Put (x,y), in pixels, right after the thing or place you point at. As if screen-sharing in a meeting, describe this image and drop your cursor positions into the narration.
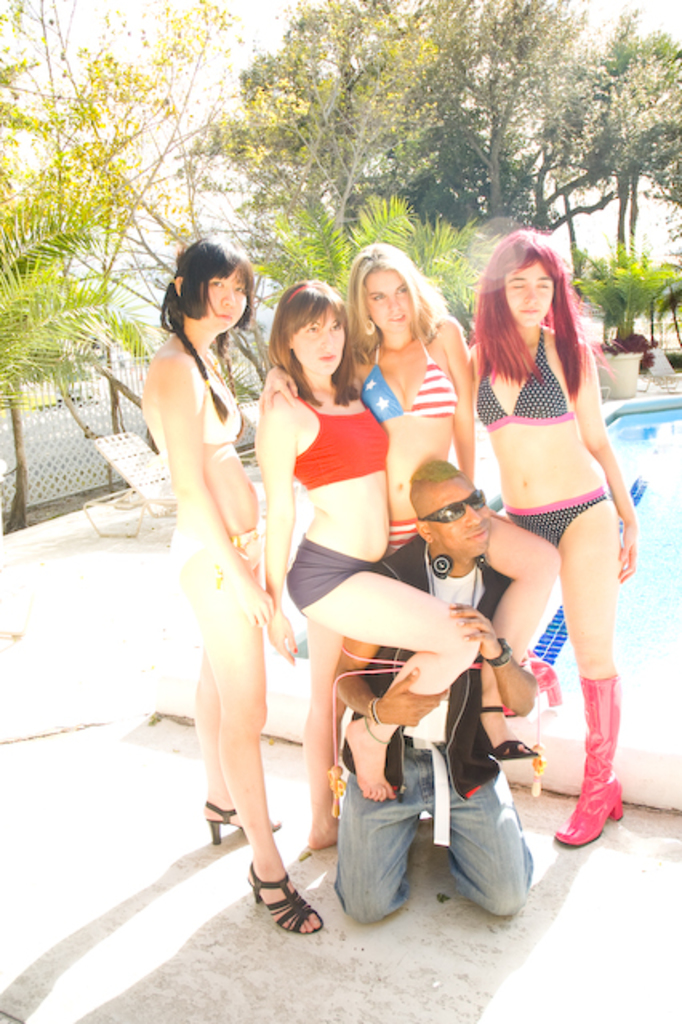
In this picture this 5 persons (595,432) are highlighted and there are giving some stills. Far there are number of trees (281,160) in green color. Beside this people (450,339) there is a swimming pool (663,489) with fresh water (670,558). Sky (87,22) is in white color. Backside of this woman's (197,520) there are chairs (148,482). Fence (87,447) is in white color.
